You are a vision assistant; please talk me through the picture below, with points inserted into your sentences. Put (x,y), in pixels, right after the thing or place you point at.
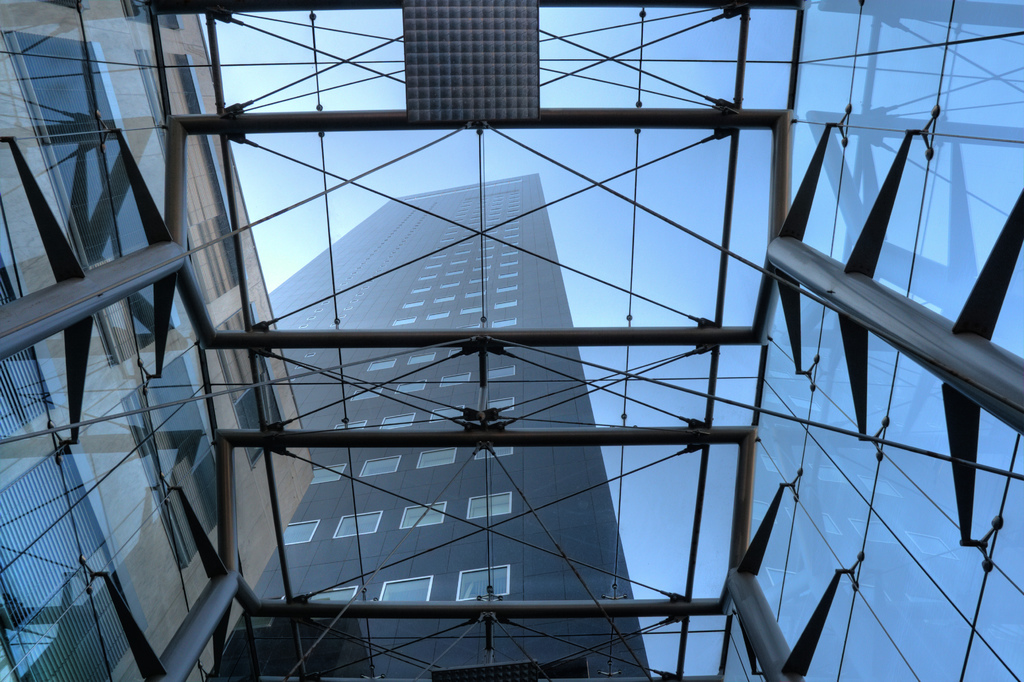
In this image, we can see buildings (519,278) and at the top (497,136), there is a sky (609,195).
